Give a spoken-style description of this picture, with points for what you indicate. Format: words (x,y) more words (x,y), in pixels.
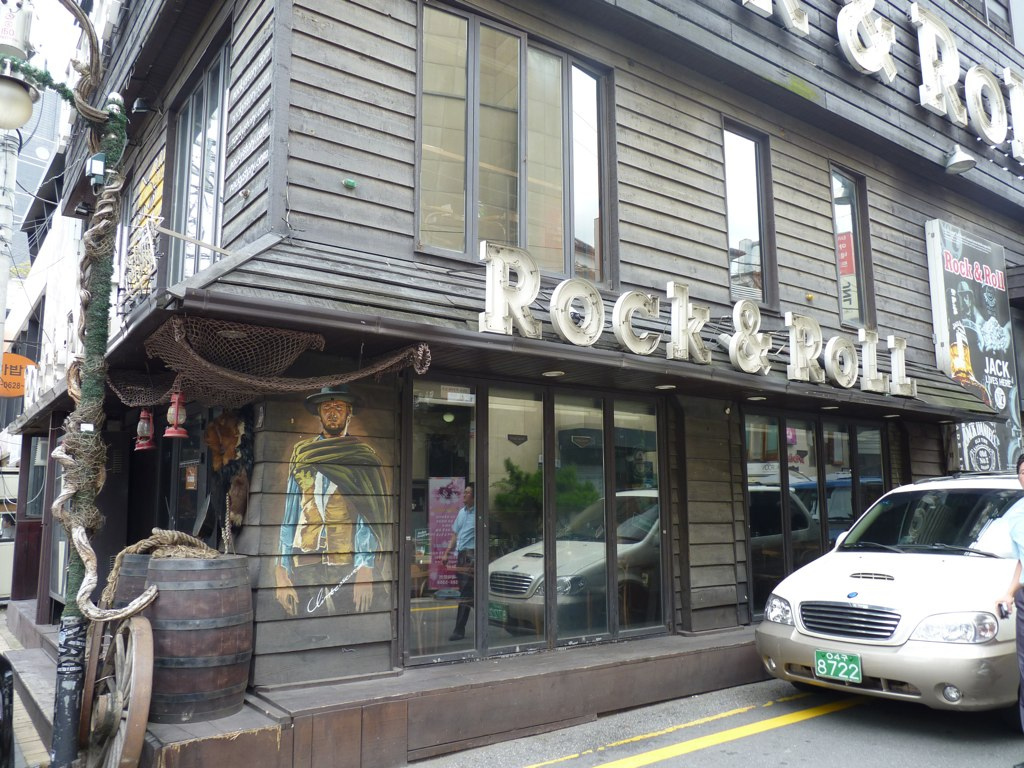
In this image in the center (630,432) there is a building (648,542), and on the right side of the image (947,613) there is a car (962,585) and on the left side (163,588) there are some barrels (154,630) and wheel (97,707) and there are poles (121,159) and also we could see some boards (990,385). And in the center (676,312) there is a text (635,339) on the building (563,430), and there are glass doors (574,508) through the doors (826,482) we could see reflection of car (636,518) and one person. And at the bottom (765,721) there is a road (705,721).
